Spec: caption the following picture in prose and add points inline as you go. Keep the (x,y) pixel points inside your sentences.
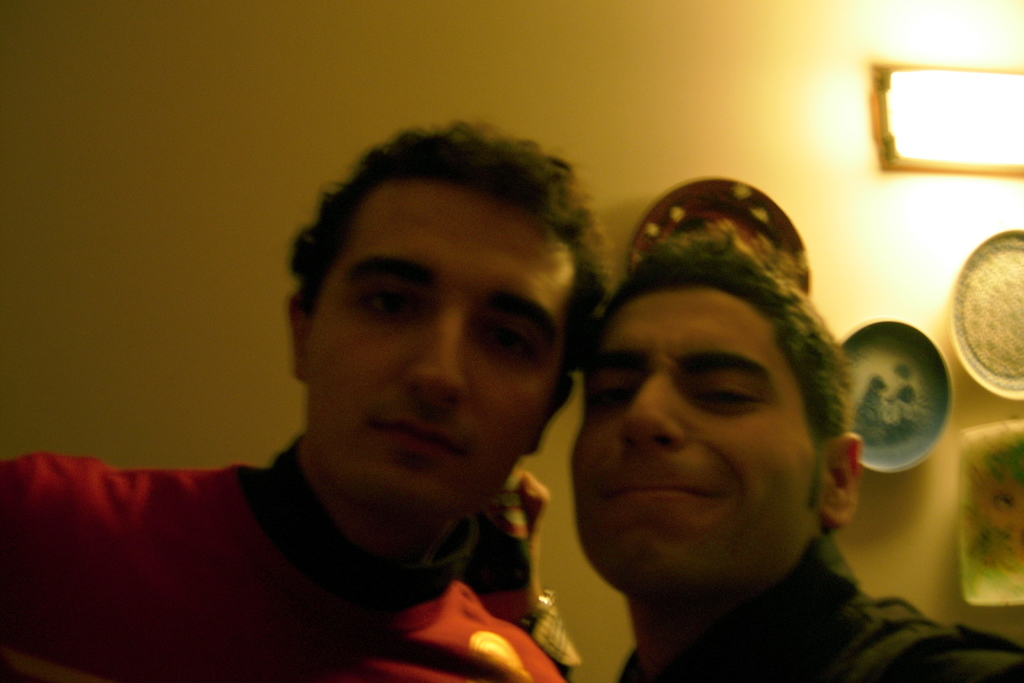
This picture seems to be clicked inside the room (94,289). In the foreground (420,539) we can see the two persons (666,465) seems to be standing. In the background (694,80) we can see the wall (634,27) and there are some items (919,338) hanging on the wall (956,373).
